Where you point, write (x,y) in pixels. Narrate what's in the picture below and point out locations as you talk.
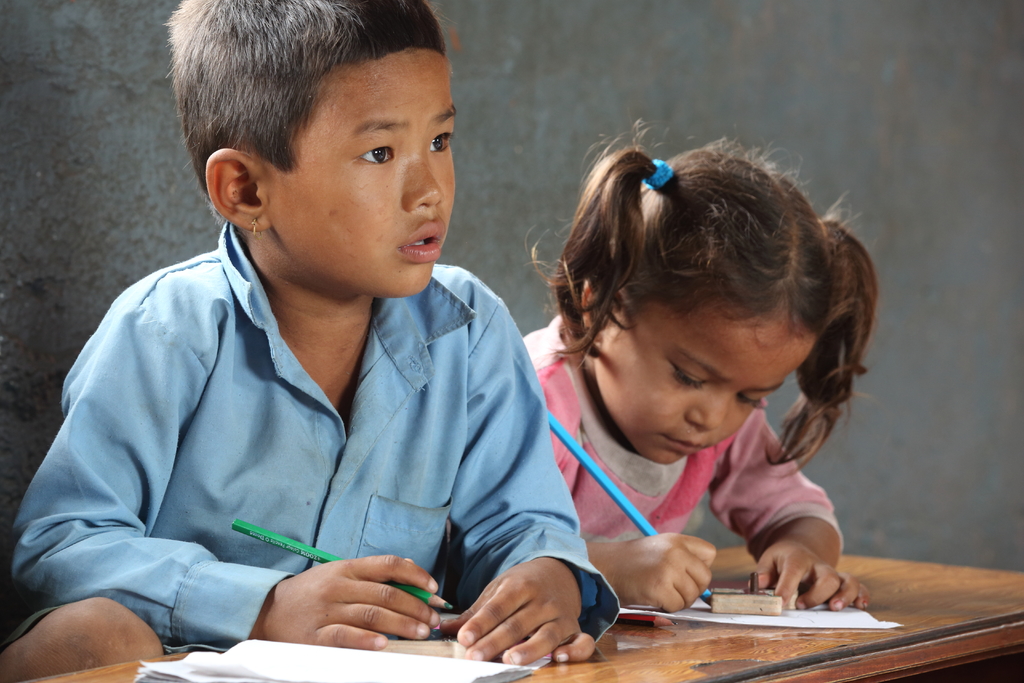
In this image I can see two persons (399,314) are holding pencils (411,590) in their hand (343,585) and I can see a book (441,660), paper (753,624) and eraser (728,606) on a table (753,642). In the background (999,505) I can see a wall (476,200). This image is taken, may be in a room (473,390).
